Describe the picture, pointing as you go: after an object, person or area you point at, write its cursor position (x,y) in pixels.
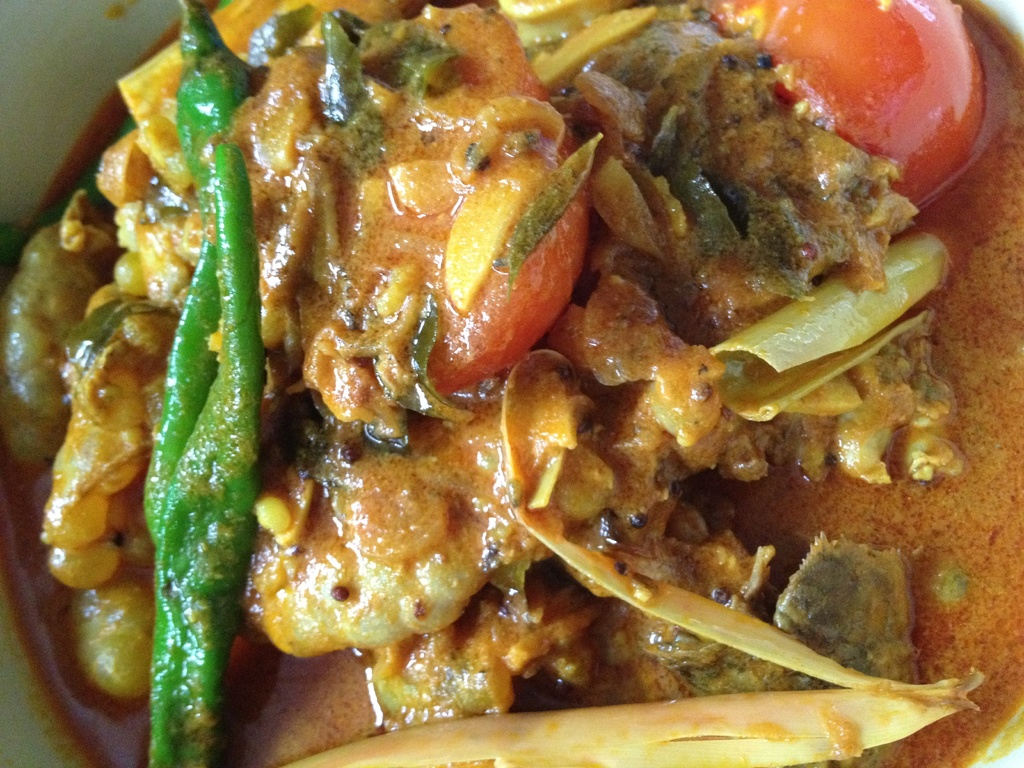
In the picture I can see a dish (118,431) in the bowl (101,102). I can see the tomatoes (855,115), green chili (232,459) and other vegetables dish recipe (827,381) in the bowl (949,409).
